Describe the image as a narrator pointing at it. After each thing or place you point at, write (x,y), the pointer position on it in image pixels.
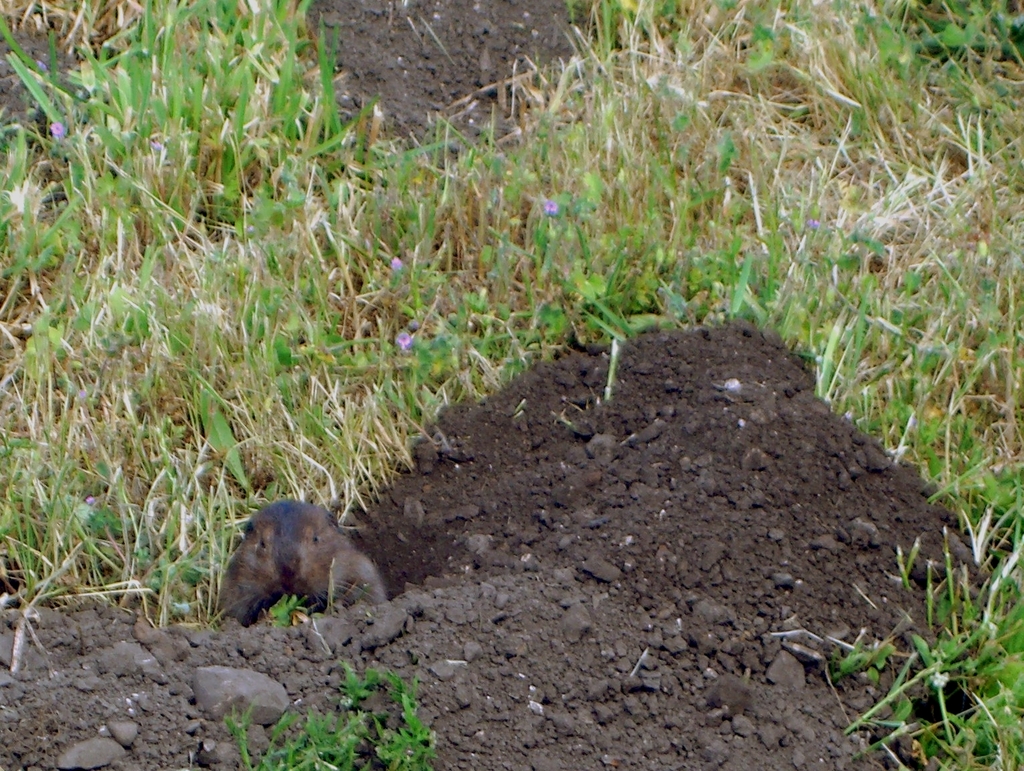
In this picture I can see an animal (309,586) on the left side (296,565), at the top (596,140) there are flowers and plants (633,220).
